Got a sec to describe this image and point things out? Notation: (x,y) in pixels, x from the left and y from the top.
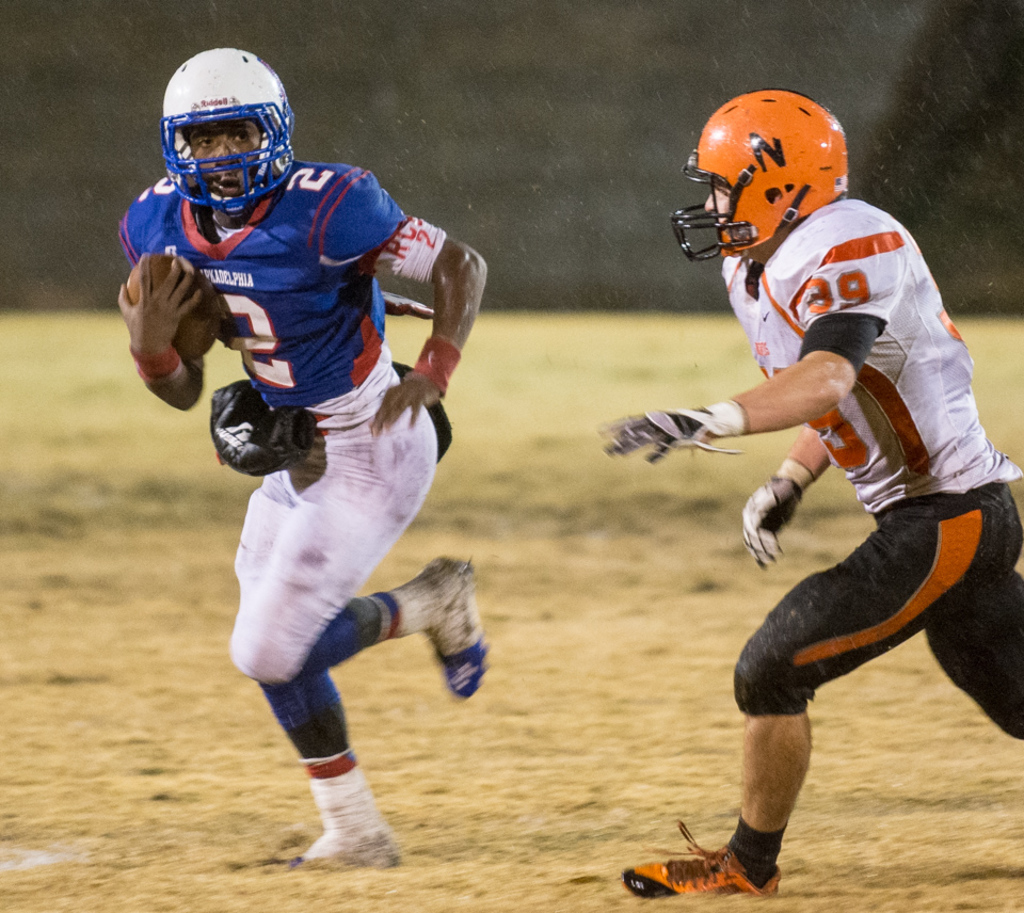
Here a man (380,493) is running, he wore a blue color t-shirt (328,275). On the right side (844,404) another man (902,424) is running, he wore a white color t-shirt (945,330) and an orange color helmet (757,182).
